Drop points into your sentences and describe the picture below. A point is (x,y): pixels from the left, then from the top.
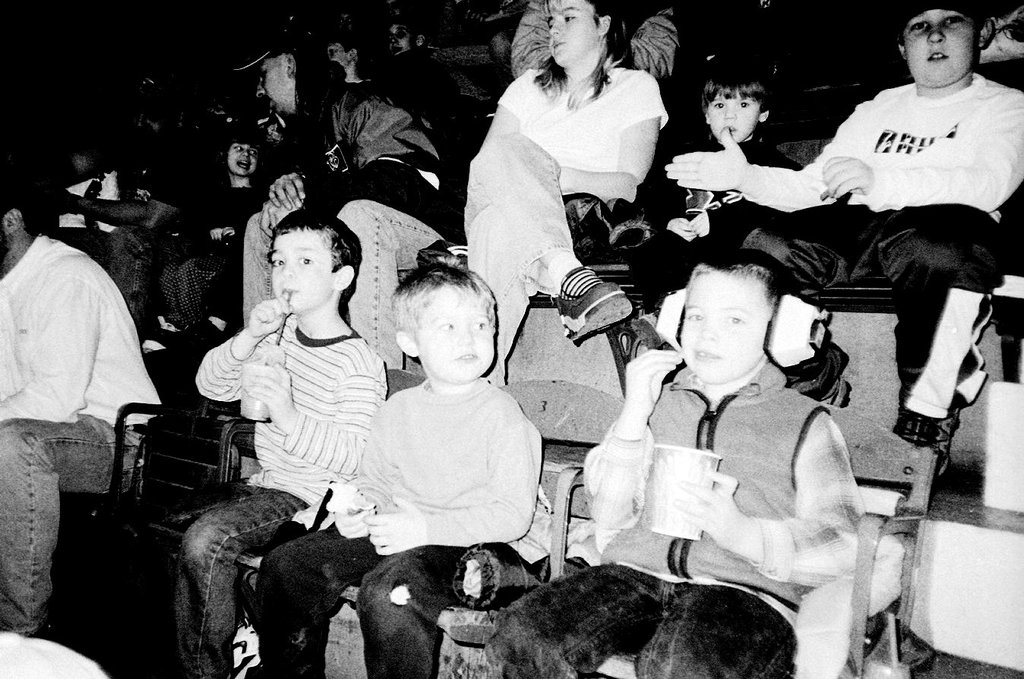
This is a black and white image. In this image, we can see a group of people (868,218) sitting on the chair (341,674). In the left corner (49,645), we can also see an object (65,673). In the background (147,4), we can see black color.
